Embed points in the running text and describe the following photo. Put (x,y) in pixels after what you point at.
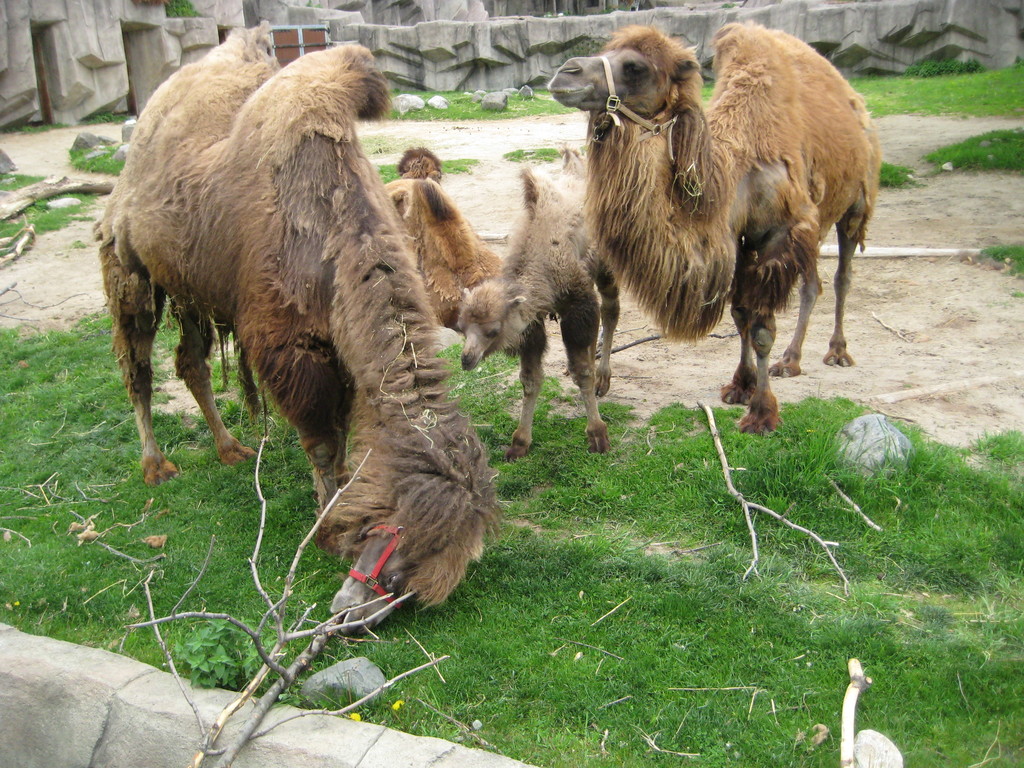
In this image I see animals (197,107) which are of brown in color and I see the grass (742,442) and I see few sticks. In the background (458,40) I see the rocks (827,52).
